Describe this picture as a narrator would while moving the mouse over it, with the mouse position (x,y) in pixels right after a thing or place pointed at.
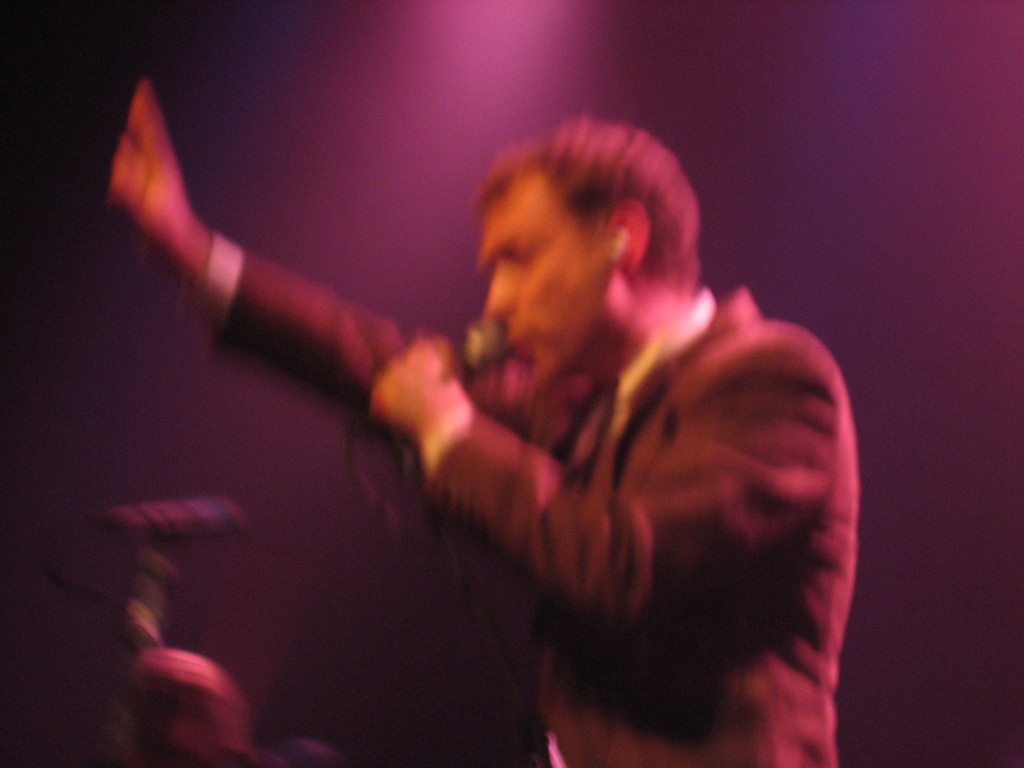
In this picture we can see a person (692,472) holding a mic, here we can see some objects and in the background (271,533) we can see it is dark.
